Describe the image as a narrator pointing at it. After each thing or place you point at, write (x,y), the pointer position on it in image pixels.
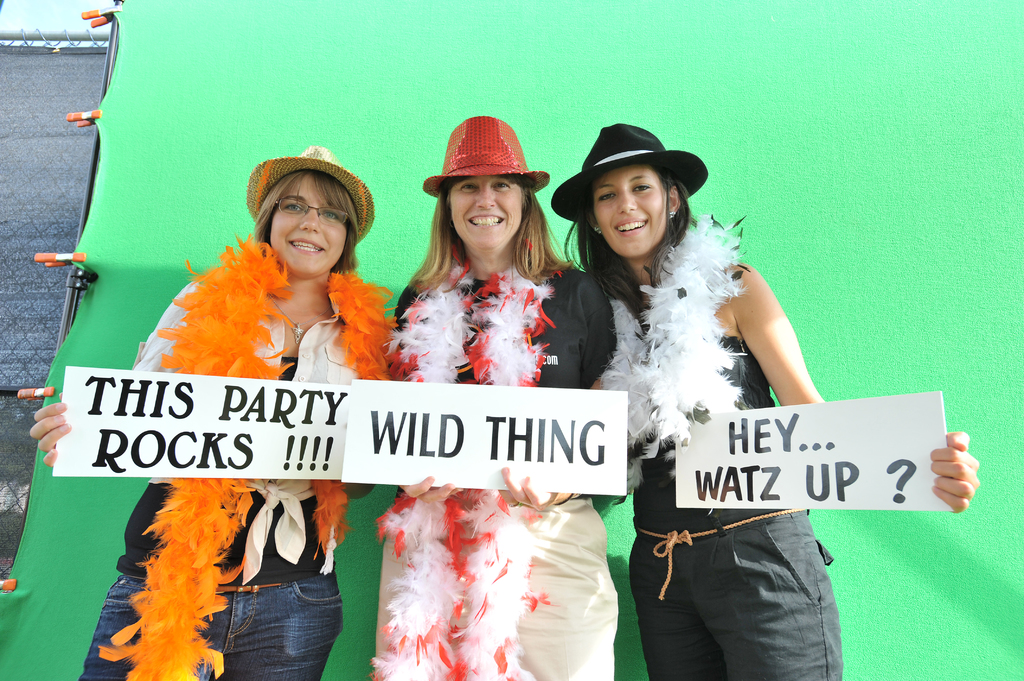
There are three ladies (502,272) standing wearing hat (472,178), scarf (472,318) made of feathers (396,330) and they are holding placards (366,429). In the back (531,79) there is a green wall (636,71). On the side of the wall (829,142) there are clips (92,16).
